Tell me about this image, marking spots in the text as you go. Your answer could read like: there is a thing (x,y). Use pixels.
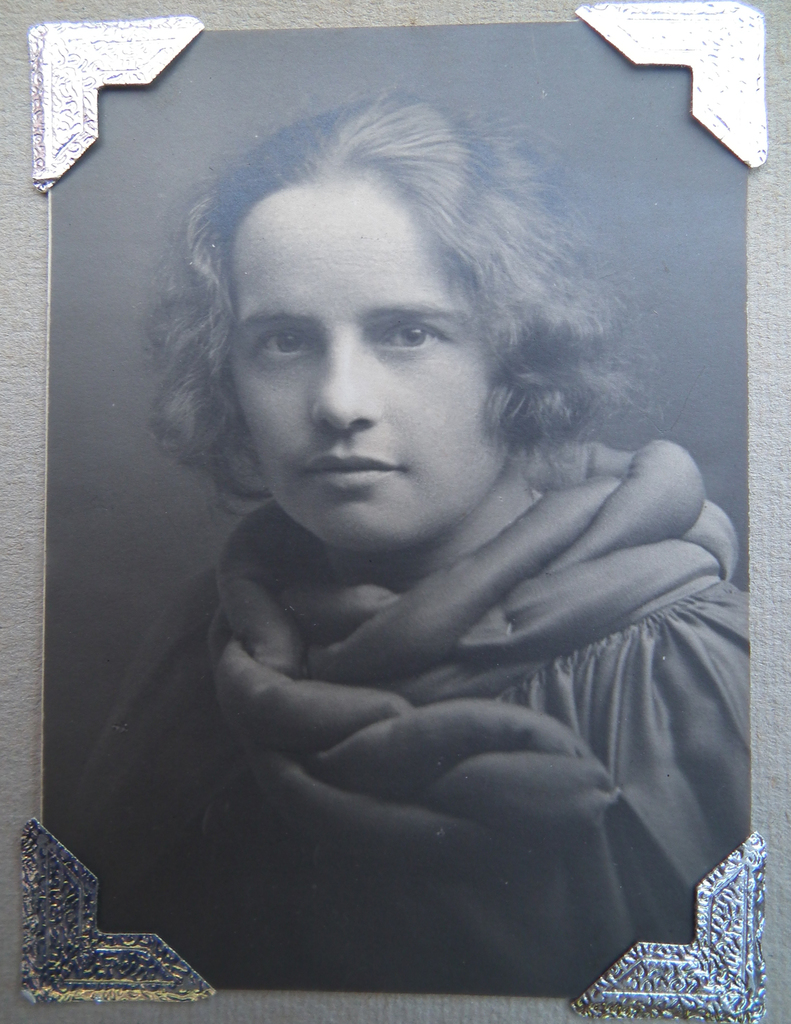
In this image we can see a photo frame (227,440) on the platform (15,656). In the photo (369,660) we can see a girl (330,598).
